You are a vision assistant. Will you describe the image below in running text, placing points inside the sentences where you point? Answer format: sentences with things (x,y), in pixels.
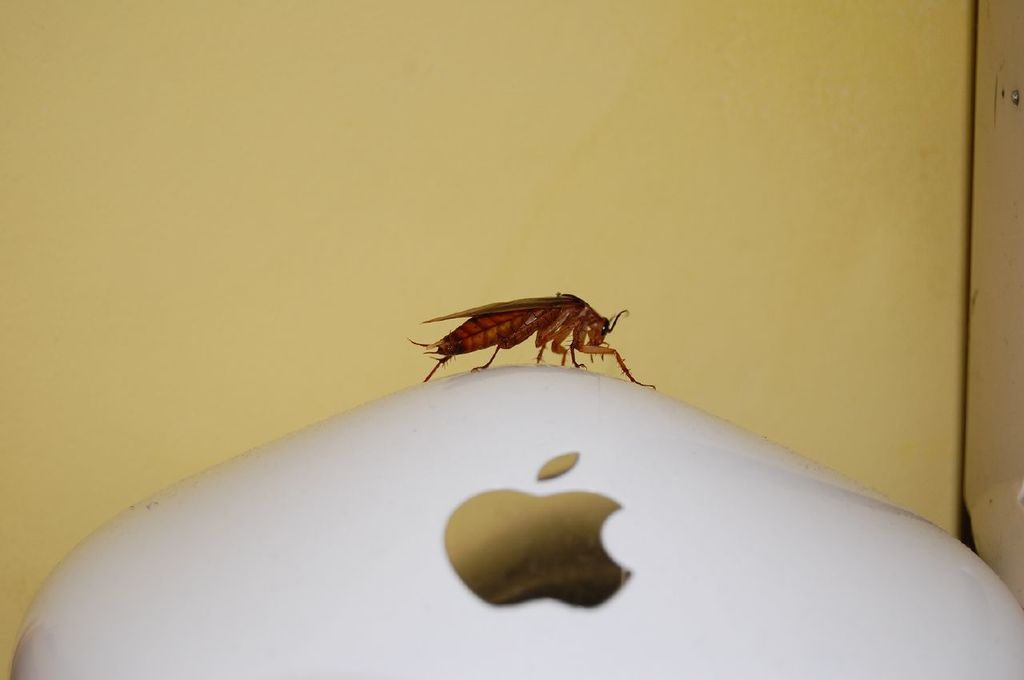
In this picture there is a cockroach (434,368) in the center of the image (414,341), on an object (296,461).
